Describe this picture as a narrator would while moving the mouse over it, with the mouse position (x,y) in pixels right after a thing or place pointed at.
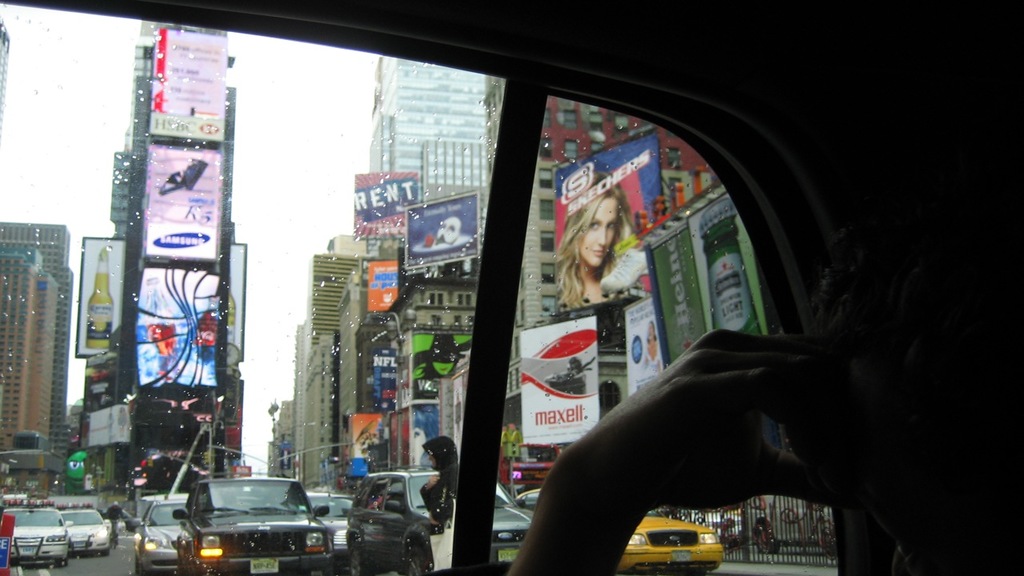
In this image we can see a person (842,390) inside a vehicle (288,4). Through the glass (227,345) of the vehicle (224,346) we can see vehicles (100,515) on the road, buildings (220,264), screens (156,270) and banners (200,200) with text (394,191) and images (561,358). In the background (292,162) there is sky (289,211).
